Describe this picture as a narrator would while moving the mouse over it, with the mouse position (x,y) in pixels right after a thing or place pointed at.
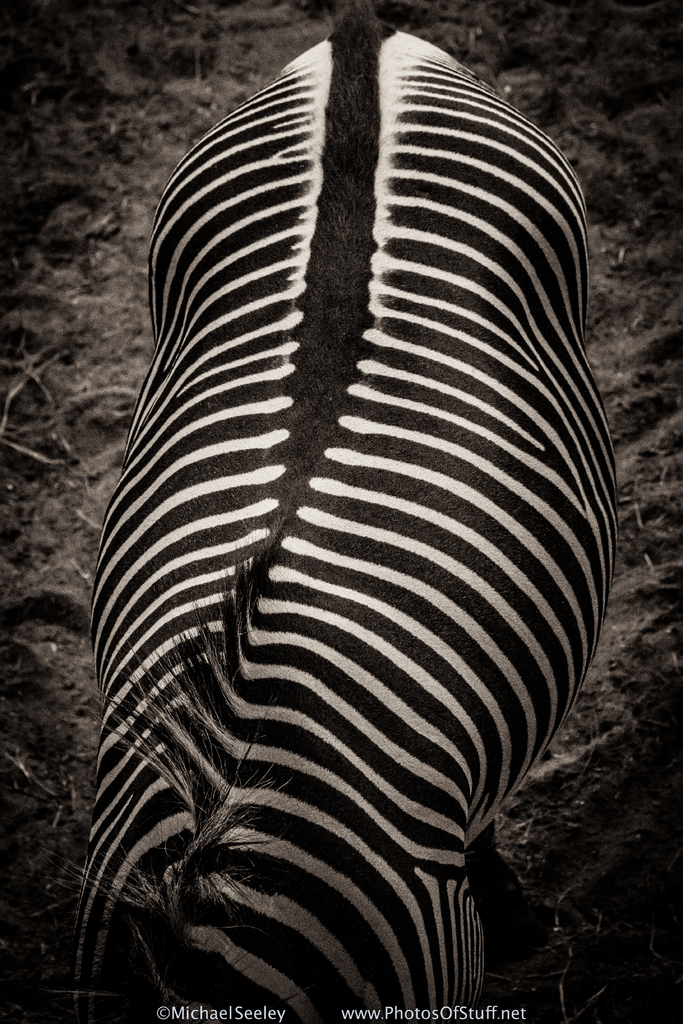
In this black and white image I can see a zebra (457,528), but the image is truncated. I can see some text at the bottom of the image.
